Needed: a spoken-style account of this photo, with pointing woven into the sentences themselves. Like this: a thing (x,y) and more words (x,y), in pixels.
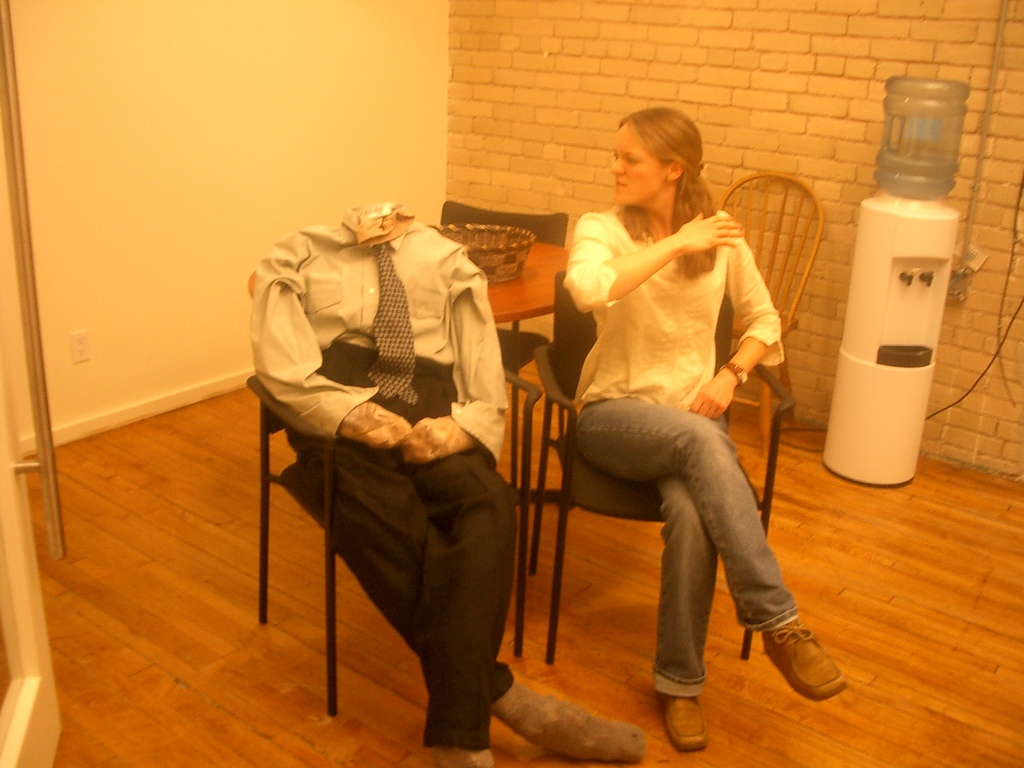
This is the picture taken in a room (276,188), there is a women (632,394) sitting on a chair (571,462) and also there is a toy (377,460) sitting on a chair (298,497). background of this people (575,282) is a table (511,282), water can (911,151) and a water machine (891,267), a wall (215,94).
